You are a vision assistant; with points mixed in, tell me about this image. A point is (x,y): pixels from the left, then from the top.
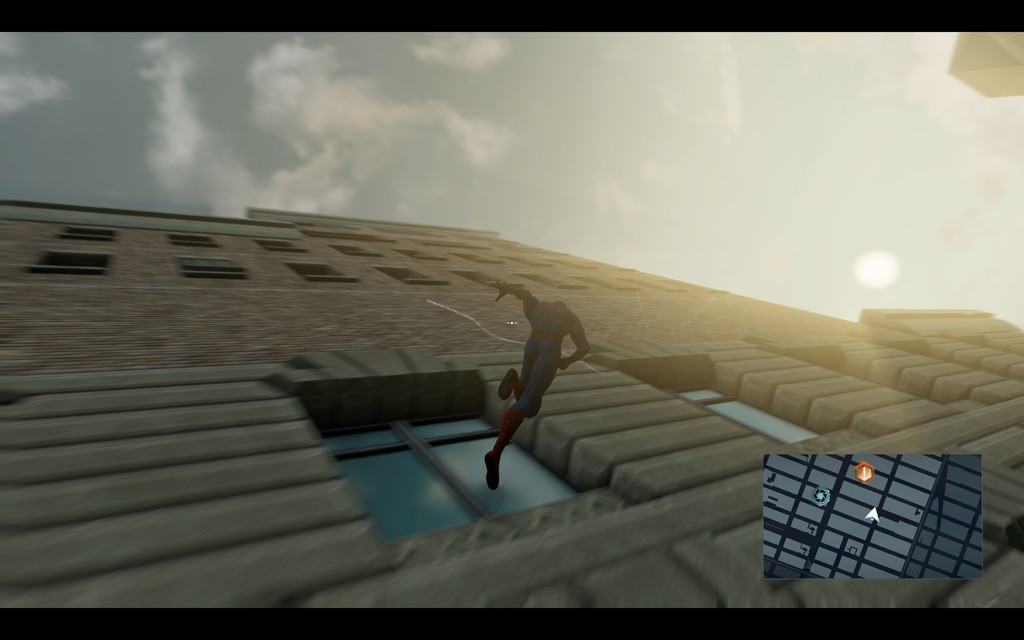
In this picture I can see there is a person (533,410) and there is a building (544,428), it has few windows (418,460) and there is a navigation map (858,495) at right bottom of the image (833,510). It has few windows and the sky (697,121) is cloudy and sunny.
